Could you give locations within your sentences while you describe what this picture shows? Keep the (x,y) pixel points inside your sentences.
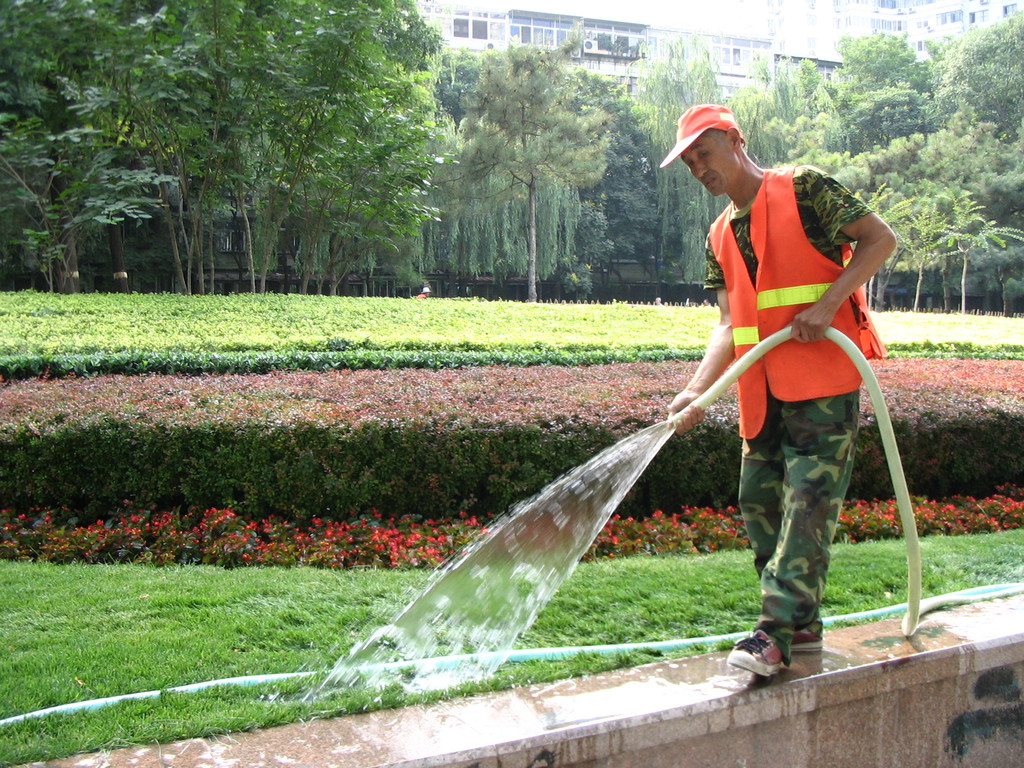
In the image there is a man (798,316) in camouflage dress (810,188) and safety suit (796,232) spraying water (489,611) on the grass (654,593) with a pipe (909,527), he is standing on the wall (685,714) and behind there are many plants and trees (592,149) all over the place and behind it there are buildings (762,51).
